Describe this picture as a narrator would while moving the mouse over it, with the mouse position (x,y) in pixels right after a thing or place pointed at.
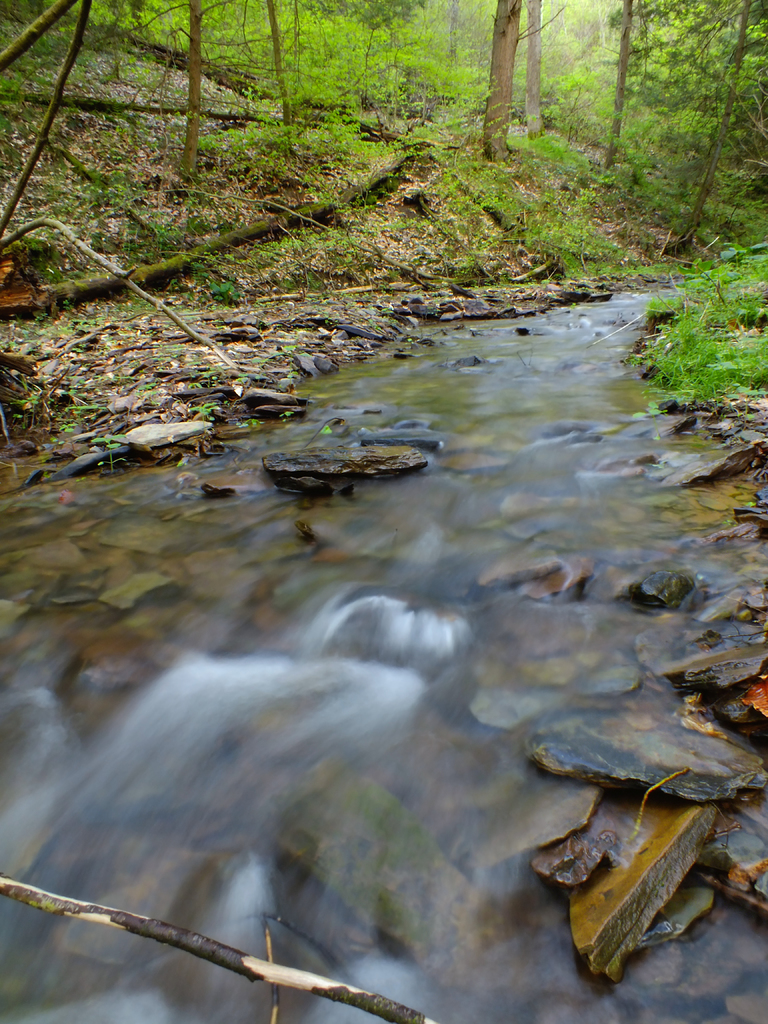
In this image there is a stream of water (469,454) in the middle (453,563). There are trees (514,59) on either side of it. On the ground (258,281) there are stones (125,399), wooden sticks (179,320) and small plants (328,245).
